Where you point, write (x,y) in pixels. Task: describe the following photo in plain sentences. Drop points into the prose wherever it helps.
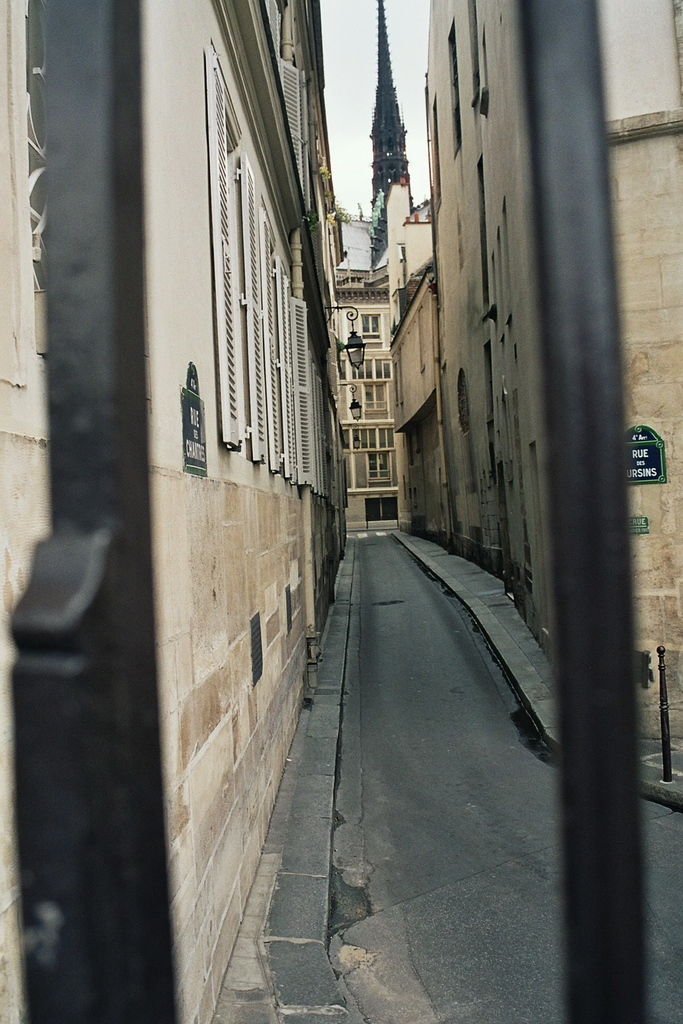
In the picture I can see the buildings (679,172) and windows (369,394). I can see the decorative lamps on the wall (308,281) of the building (324,271). It is looking like a metal grill fence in the foreground (583,471). I can see the road (336,826).
